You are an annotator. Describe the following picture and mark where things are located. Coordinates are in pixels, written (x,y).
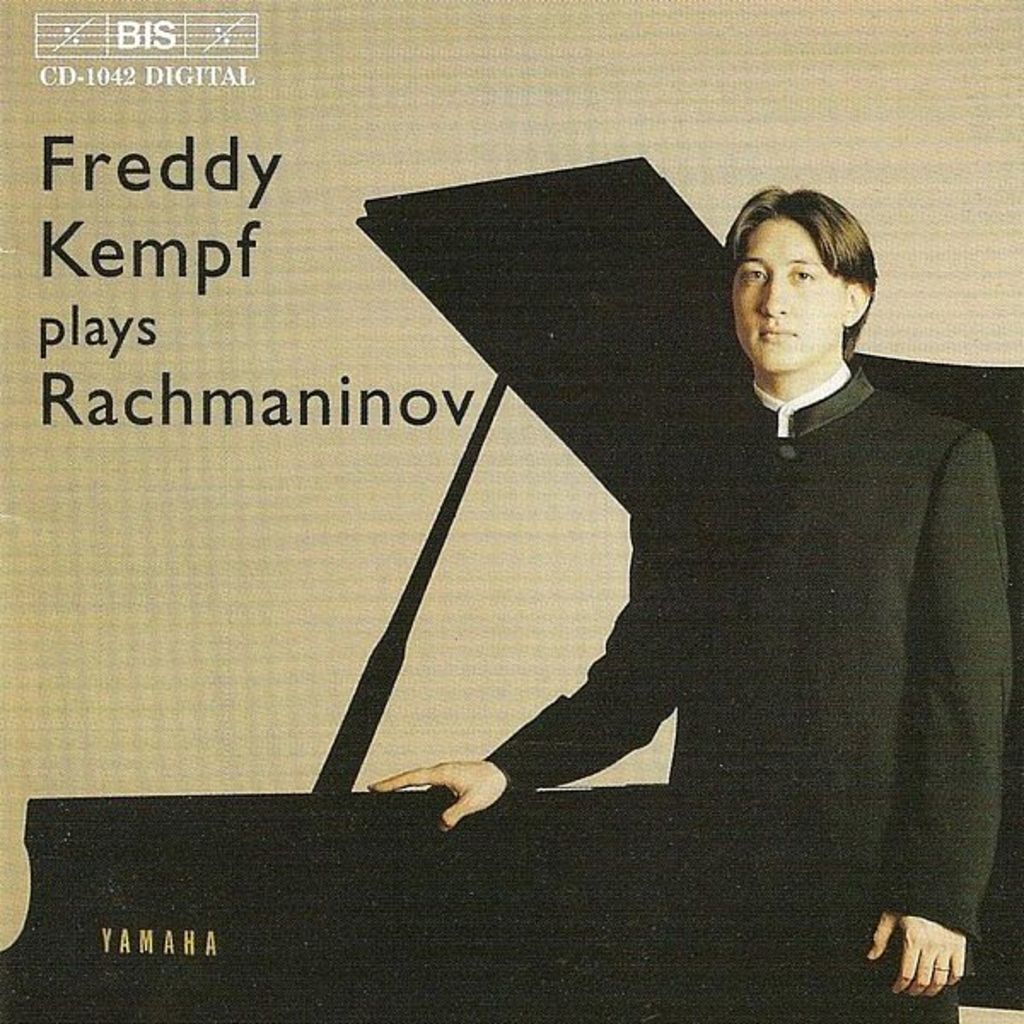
In this a black color guy (832,493) is standing and holding a piano (345,878) which is named as Yamaha. In the background (435,417) there is written as "freddy kempf plays rachmaninov", on top of it there is also a label (155,31) written as BIS.
